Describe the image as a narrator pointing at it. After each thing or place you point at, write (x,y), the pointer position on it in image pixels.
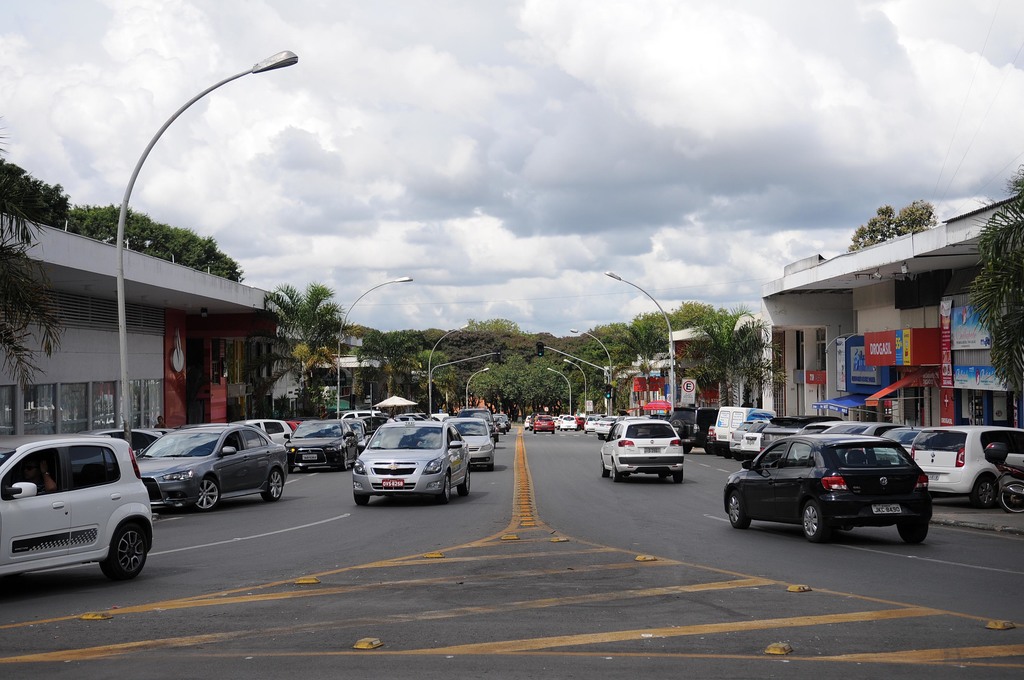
Vehicles (225,440) are on the road (657,485). Left side of the image (158,320) and right side of the image (901,339) we can see stores (811,320), hoardings (849,347), signboards (688,390), light poles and trees (283,344). Background of the image (450,198) there is a cloudy sky (476,206) and trees (526,353).
